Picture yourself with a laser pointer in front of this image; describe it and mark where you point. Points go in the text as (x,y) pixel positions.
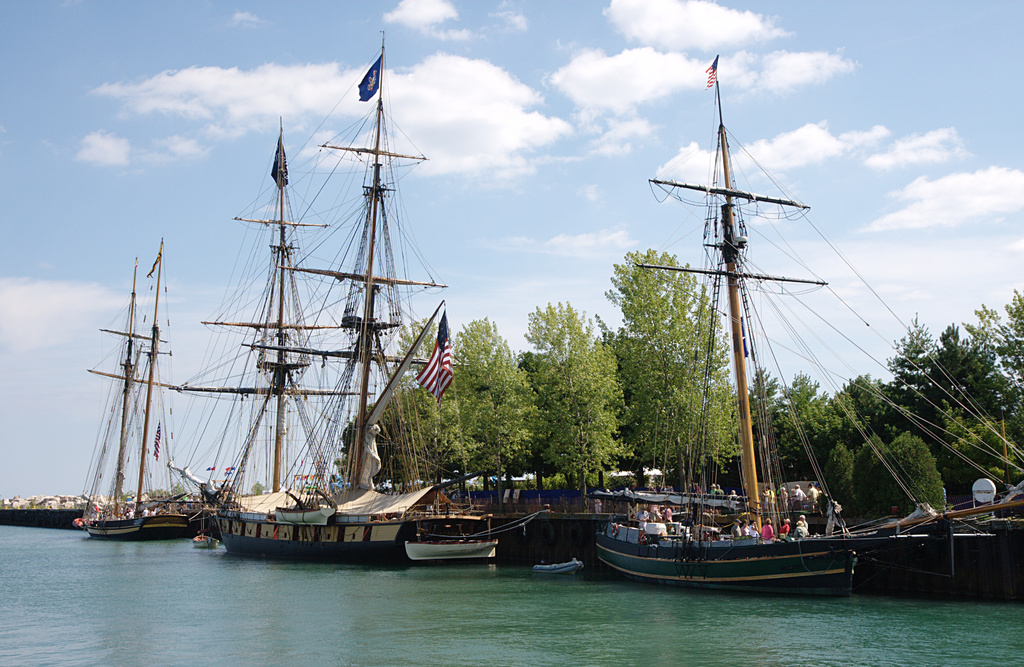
In this image at the bottom (370,597), there is water (541,615). In the middle (468,434) there are boats (368,498), flags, cables (792,311), some people (797,486), trees (600,418), sky (46,488) and clouds (532,123).
